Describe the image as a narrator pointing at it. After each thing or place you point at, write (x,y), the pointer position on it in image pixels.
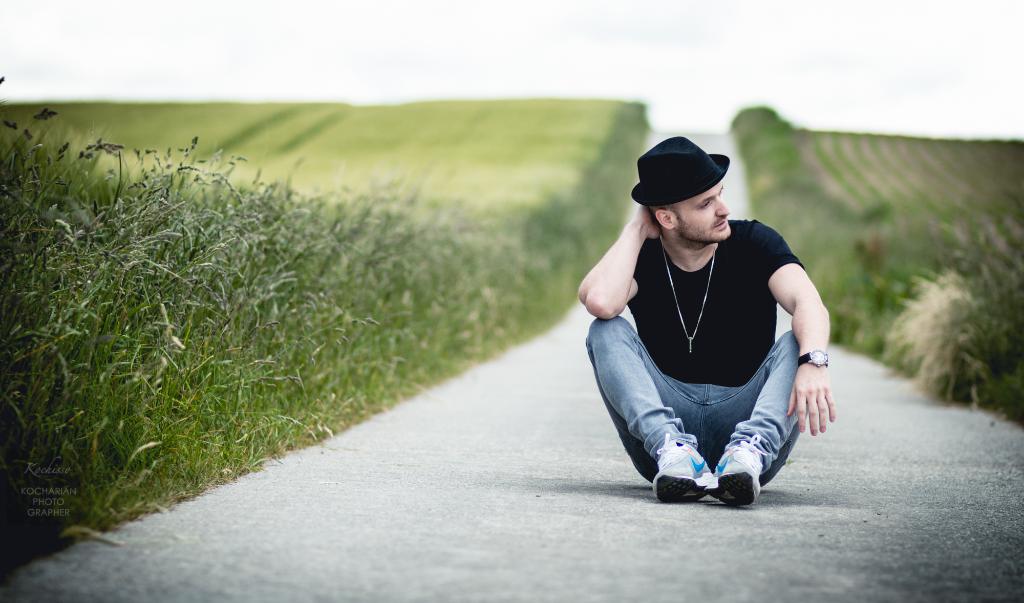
In this image there is a man (711,374) sitting on a road (705,548). He is wearing a cap (709,165), a watch (813,358) and a chain (675,289). On either sides of the road (719,550) there are plants (328,244). At the top (552,56) there is the sky (660,68).
